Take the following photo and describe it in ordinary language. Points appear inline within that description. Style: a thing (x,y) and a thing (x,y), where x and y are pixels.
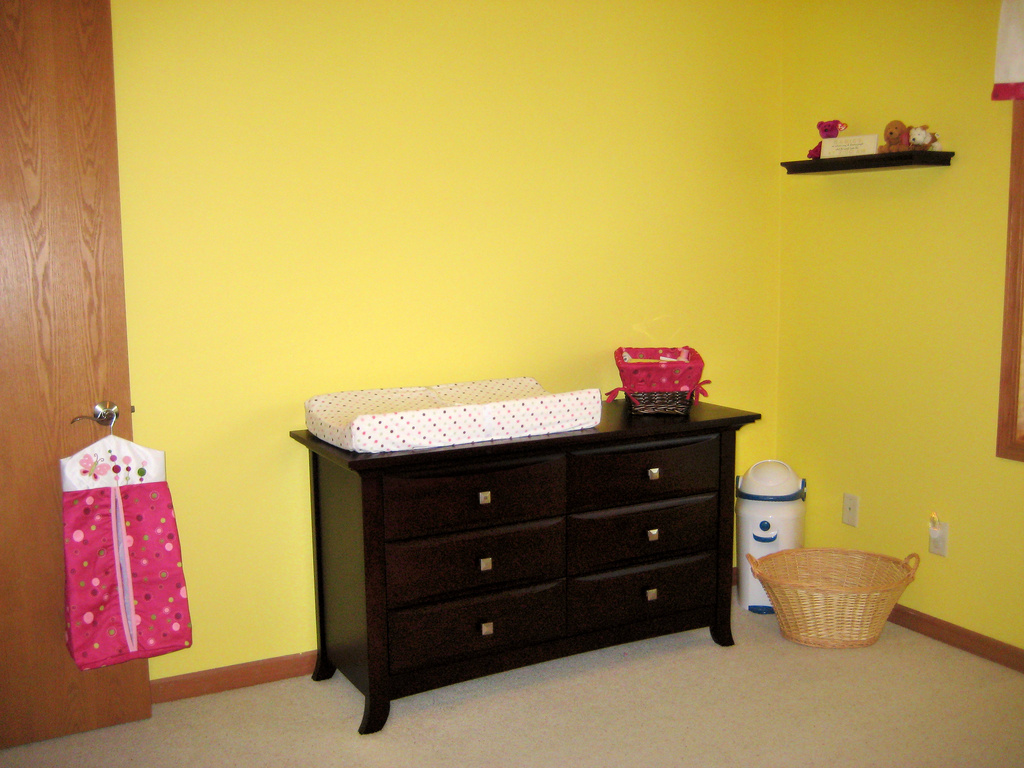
This image is taken indoors. At the bottom of the image (667,698) there is a floor (470,734). In the background (692,286) there is a wall (605,255) and there is a shelf (850,158) with a few toys (840,127) on it. On the left side of the image (77,447) there is a door (67,688). In the middle of the image (404,468) there is a table (551,524) with a basket (644,382) an object (426,423) on it there is a basket (787,571) and an object (742,532) on the floor (883,693).
